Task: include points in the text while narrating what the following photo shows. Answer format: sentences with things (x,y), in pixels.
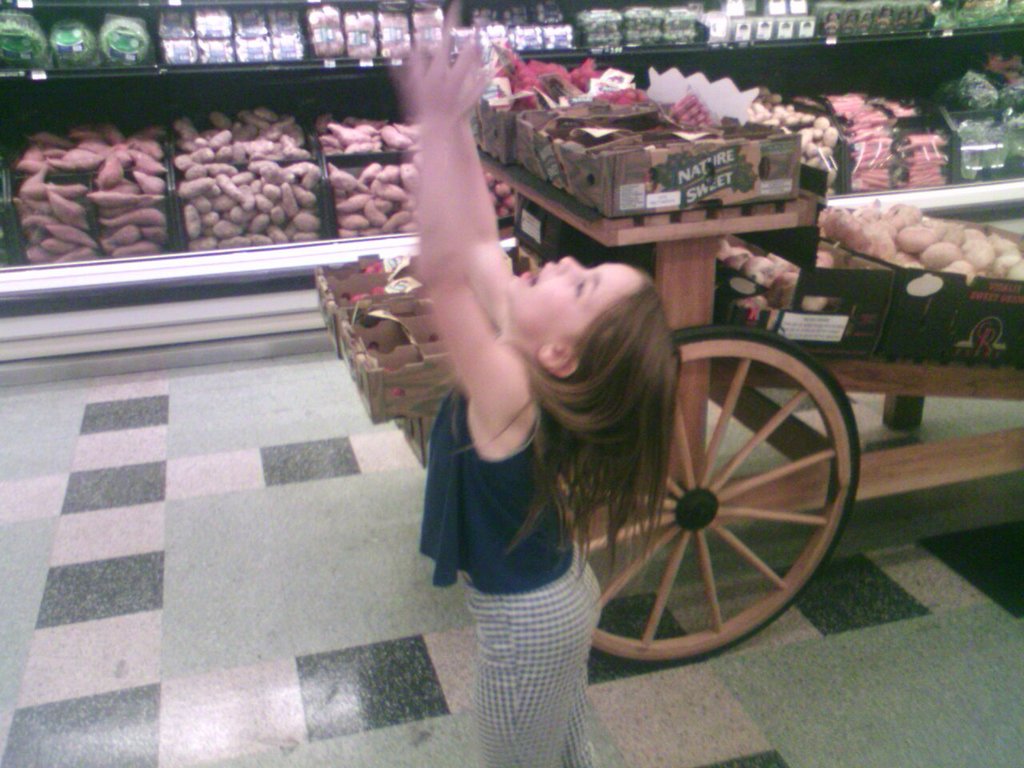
There is a girl (459,416). Near to her there is a cart (790,405). On that there are some boxes (670,163) and some other items (893,222). In the back (206,91) there are racks (138,103). On the racks (156,118) there are vegetables (198,176), boxes (184,24) and many other items (918,8).
